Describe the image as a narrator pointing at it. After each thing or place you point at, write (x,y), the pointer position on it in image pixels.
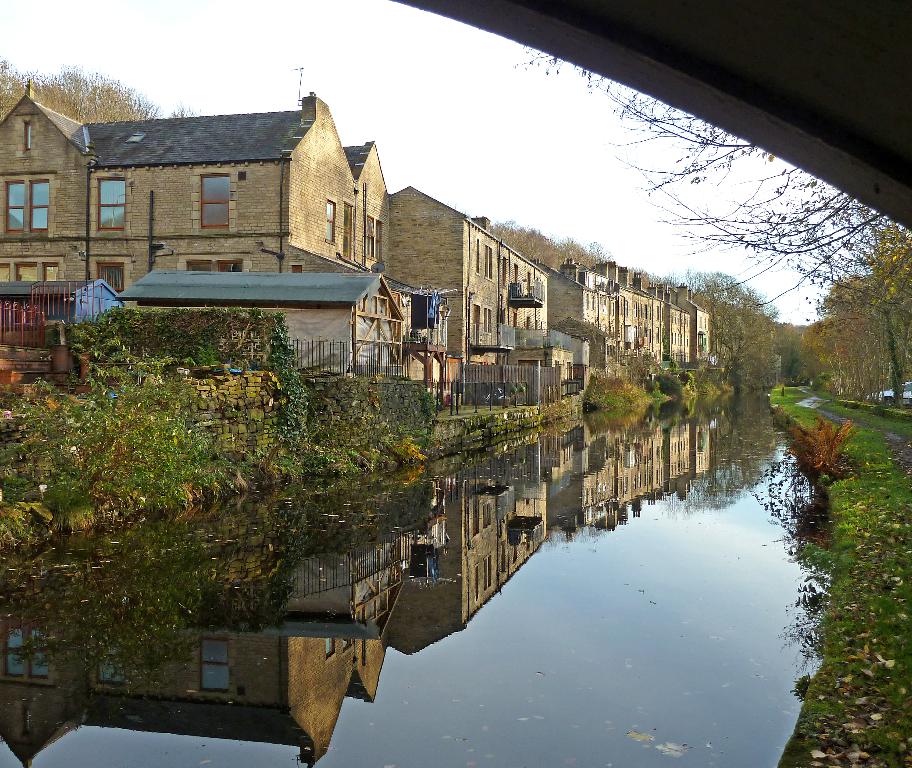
In this image there is a pond (590,571) in the bottom of this image (455,616) and there are some buildings (256,288) in the left side of this image (235,303) and there are some trees (131,106) in the background (750,300). There is a sky (624,212) on the top of this image (535,156).
